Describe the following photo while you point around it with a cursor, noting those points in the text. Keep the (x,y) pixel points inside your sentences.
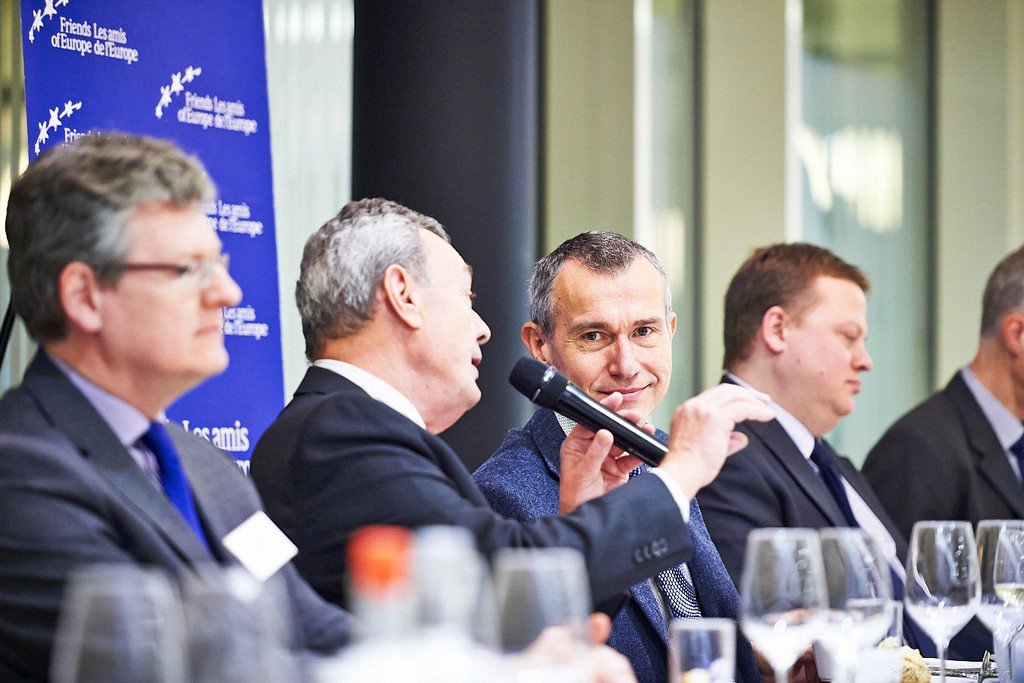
In this image I can see few men (694,490) where a man (678,476) is holding a mic (537,373). Here I can see number of glasses (893,607) and also I can see a smile (646,388) on his face (611,393).
